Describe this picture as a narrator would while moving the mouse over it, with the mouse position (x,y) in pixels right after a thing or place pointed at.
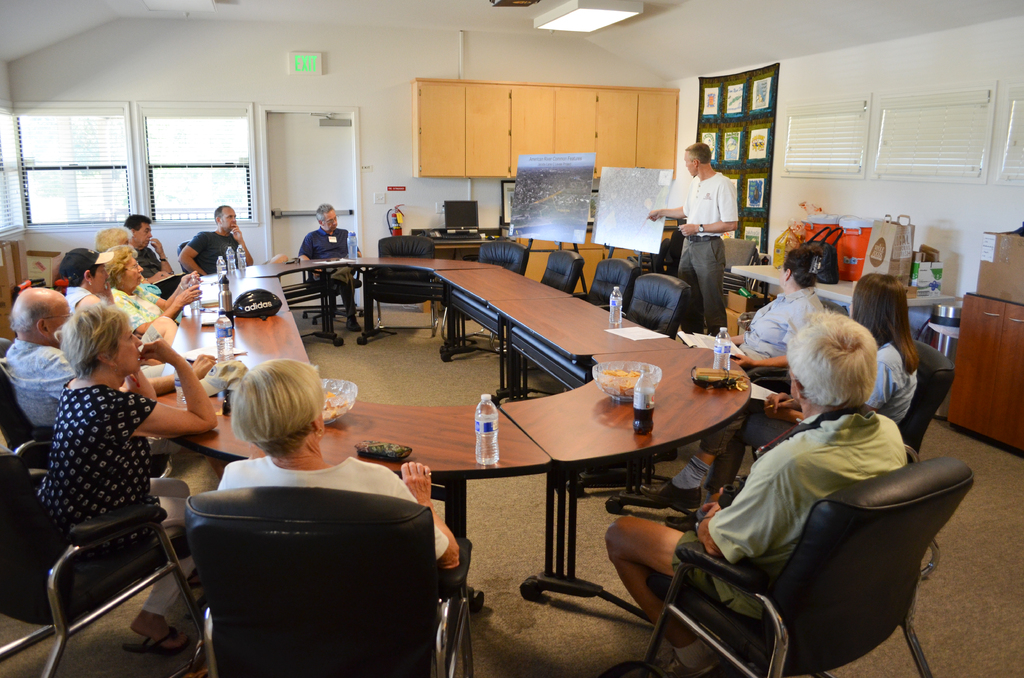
There are few people (173,507) sitting on the chair (321,547) at the table (273,339). There are water bottles (490,442), bowls (623,394) on the table (533,459) and they all are listening to a person (704,255) standing over here who is explaining by pointing his finger (656,215) on a board (650,207). In the background (352,199) there are windows (46,166), cupboards (536,128), posters (535,161), tables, door (309,217) and a monitor (458,207).
